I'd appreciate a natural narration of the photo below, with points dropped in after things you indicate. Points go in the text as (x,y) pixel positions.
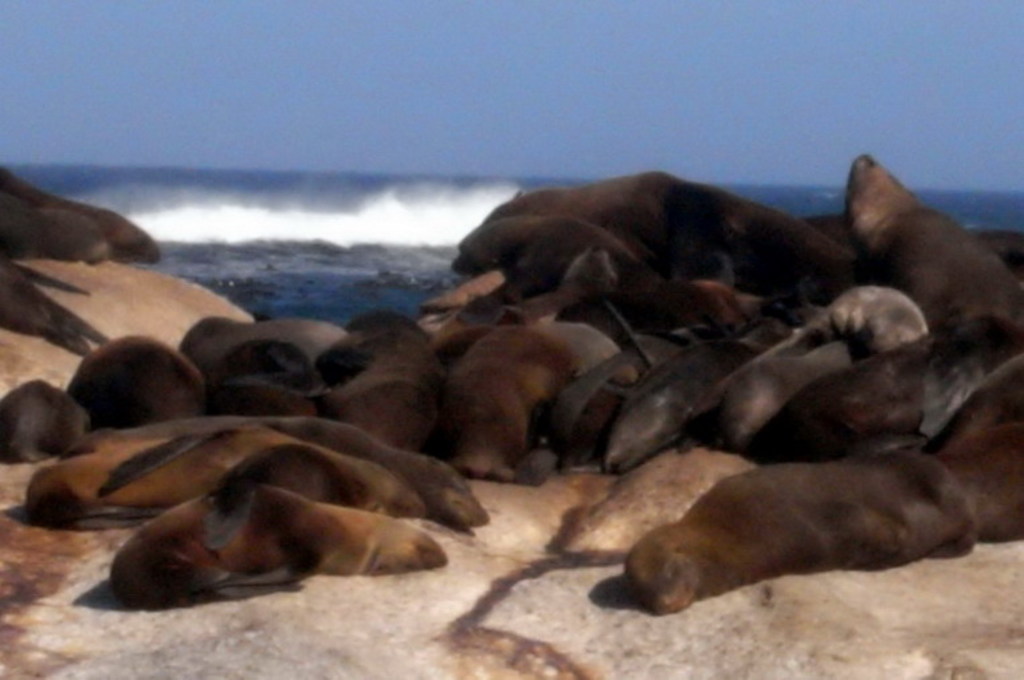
In the picture there are many seals (288,454) present on the rock (242,673), behind the seals (468,491) there is water (392,207), there is a clear sky (65,110).
